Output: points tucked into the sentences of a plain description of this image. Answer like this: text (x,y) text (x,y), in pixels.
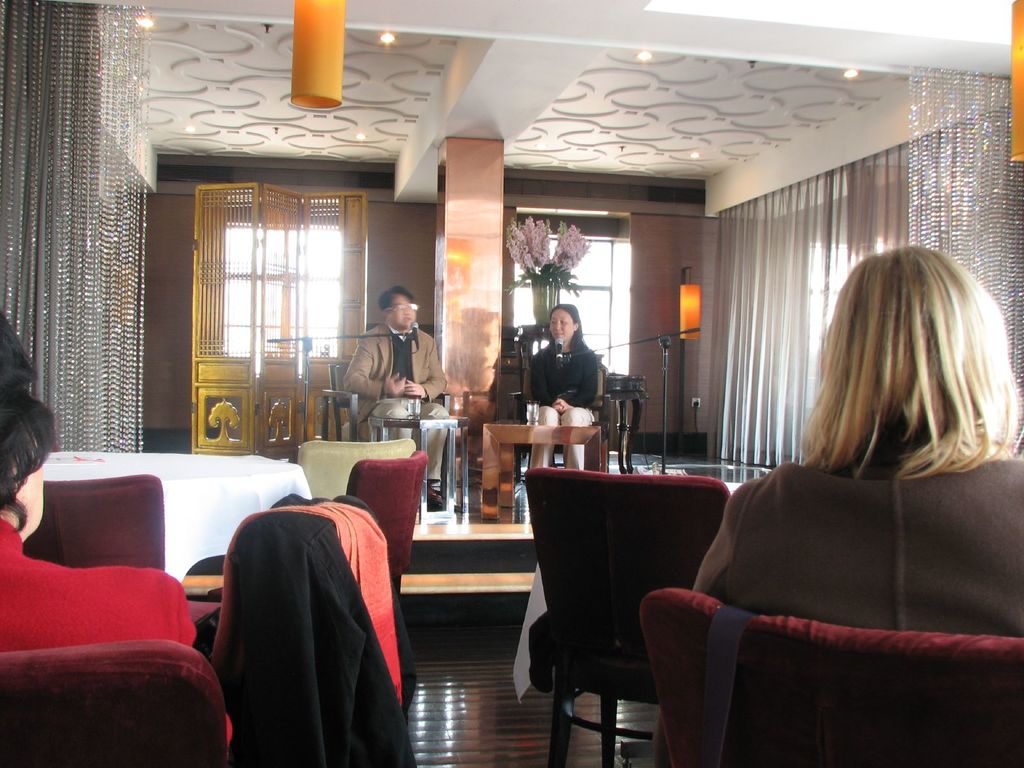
In this room (422,429) there are few people (995,593) are sitting on the chair (523,378) and here 2 persons (433,389) are talking on the mic (666,398). In the background (299,332) we can see Flower vase (556,289), window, light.
